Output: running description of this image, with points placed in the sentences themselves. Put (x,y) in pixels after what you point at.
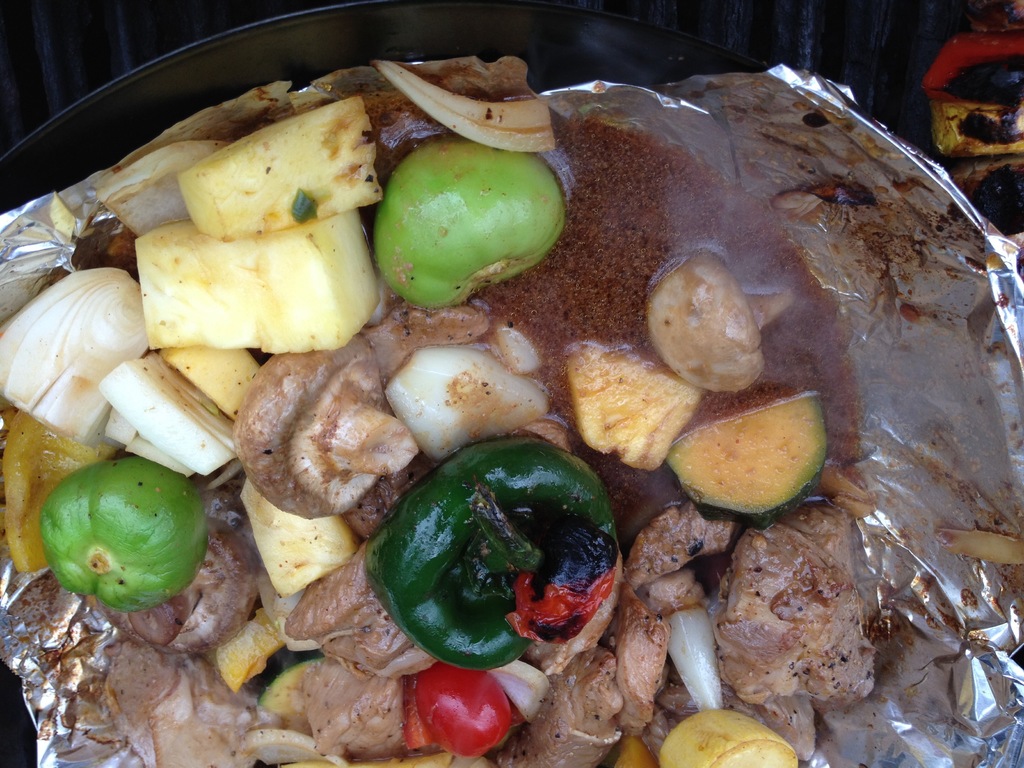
In the center of the image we can see one plate (885,291). In the plate (223,87), we can see one silver paper (920,562). In the silver paper (879,572), we can see some food items (511,486). In the background (798,64) we can see a few other objects (931,98).
